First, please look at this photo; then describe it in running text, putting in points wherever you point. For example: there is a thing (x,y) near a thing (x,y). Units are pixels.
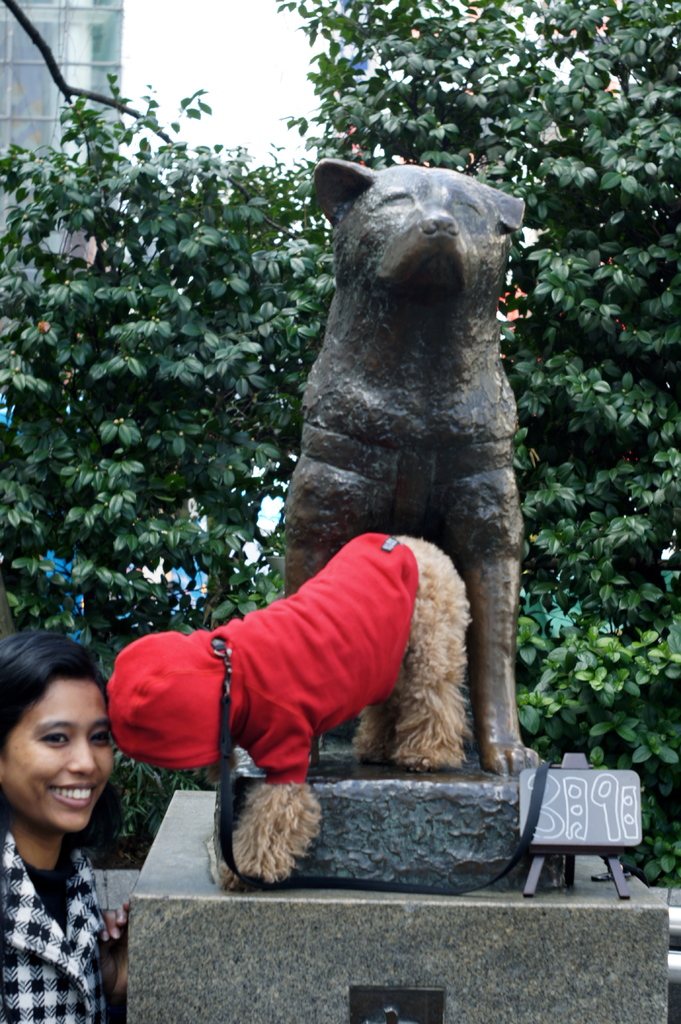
In the middle of the image (376,480) there is a statue (414,365). In front of the statue (343,537) there is a dog (286,792). Bottom left side of the image (35,683) there is a woman (1,1016). Top left side of the image (12,27) there is a building (22,63). Right side of the image (562,143) there is a tree (583,173).
